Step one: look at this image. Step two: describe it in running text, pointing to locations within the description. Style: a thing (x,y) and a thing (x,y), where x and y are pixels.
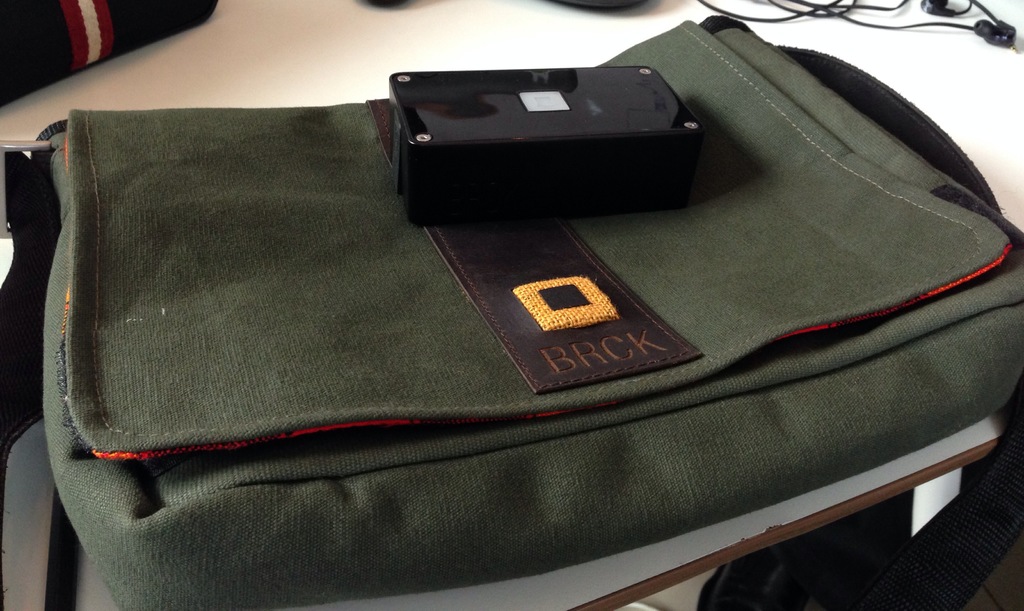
In the picture I can see a bag (647,388) and earphones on a white color table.
